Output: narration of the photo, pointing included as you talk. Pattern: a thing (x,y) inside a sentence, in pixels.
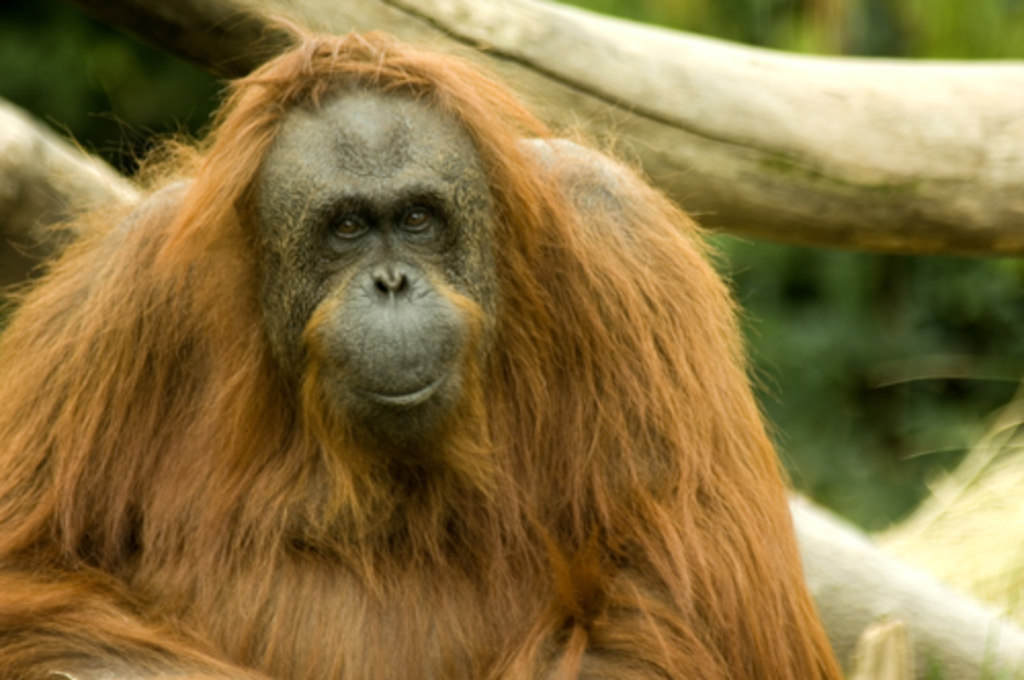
In the foreground of this image (399,388), there is an orangutan (383,438). Behind it, there are trunks (939,586) and the background (930,313) image is blur.
